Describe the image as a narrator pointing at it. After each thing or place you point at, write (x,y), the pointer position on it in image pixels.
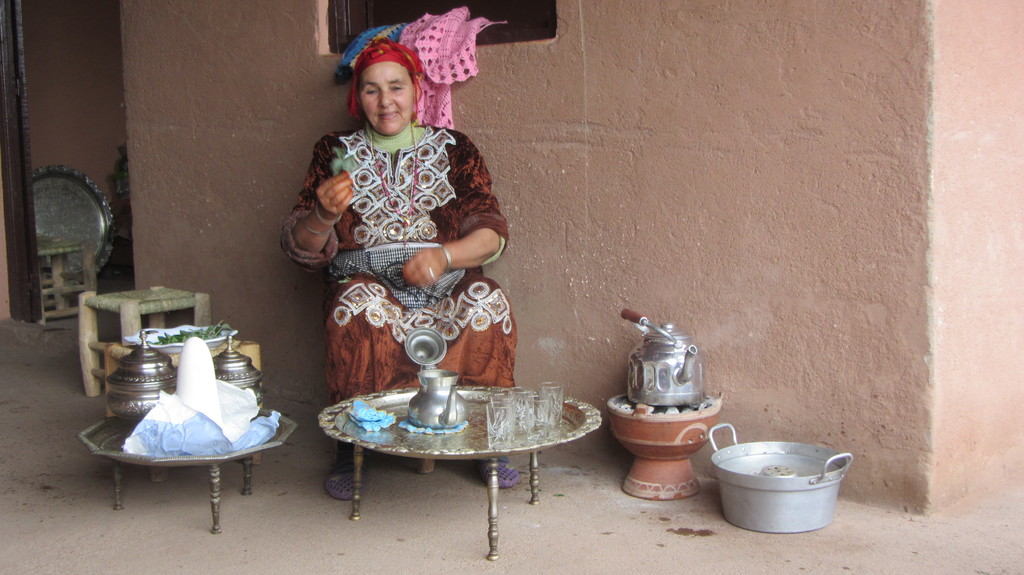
In this picture here we can see some lady (393,227), she is sitting on some stool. In front of her, there is small steel table (453,434), on it we have jar (457,393), 4 to 5 glasses (500,412) and there is another table (213,499) on which there are 2 jars (219,365) and in the background (85,201) we have plate (80,231), stools (186,302). Here we have old model stove (676,463), tea jar (650,380). In the background (799,113) we have building (860,290).
